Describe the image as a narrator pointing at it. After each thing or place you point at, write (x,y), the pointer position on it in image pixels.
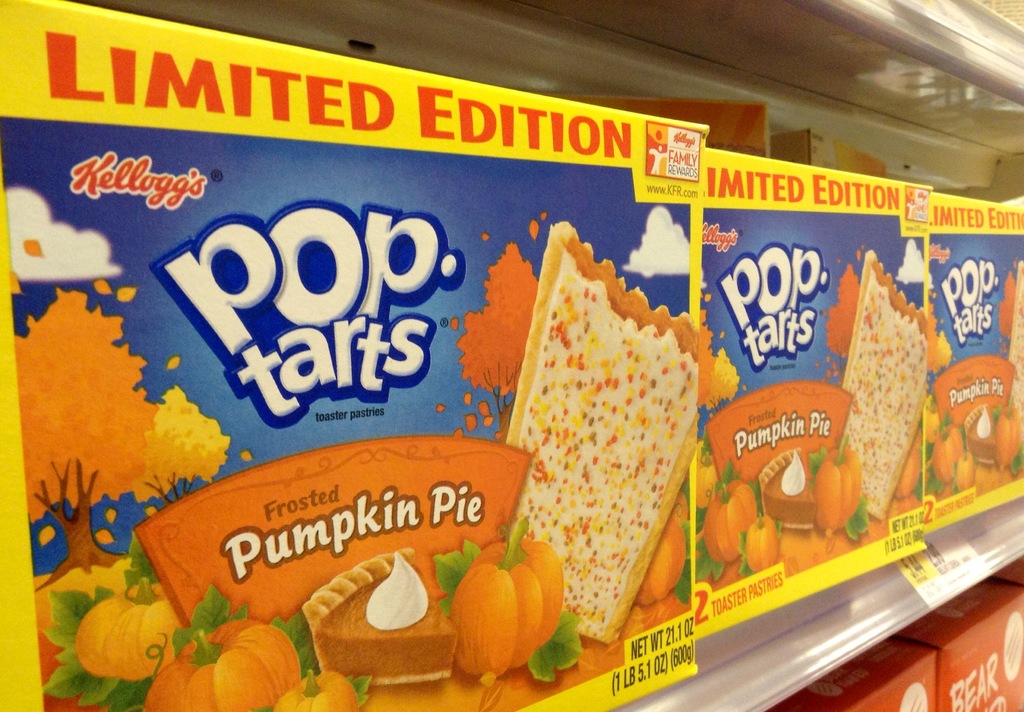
In the image there are few packets (466,194) with images (652,375) and there is something written on it. Those packets (884,478) are in the racks (888,590). And also there is a price (963,542) attached on the rack (985,537).
